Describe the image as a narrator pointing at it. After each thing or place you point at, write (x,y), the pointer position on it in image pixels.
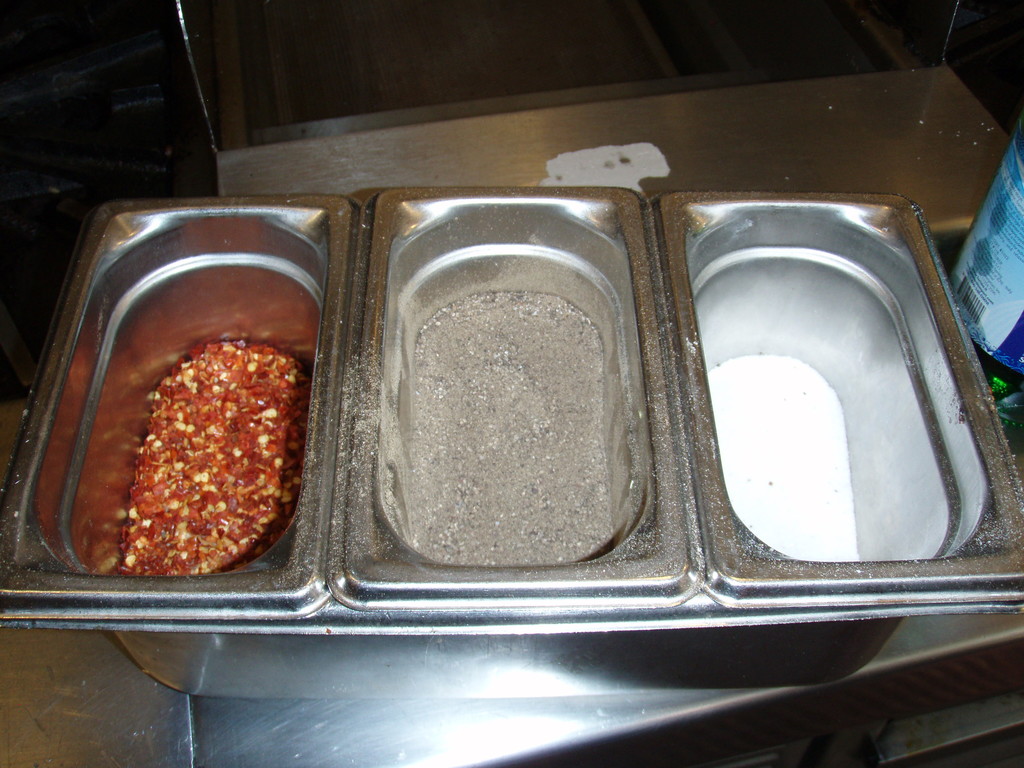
In this image there are vessels (527,247) on a table (773,146). In the vessels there are spices (533,375). There are chilli flakes (215,471), pepper powder (495,429) and salt (817,437). To the right (978,319) there is a tin (997,242) on the table (515,148).
